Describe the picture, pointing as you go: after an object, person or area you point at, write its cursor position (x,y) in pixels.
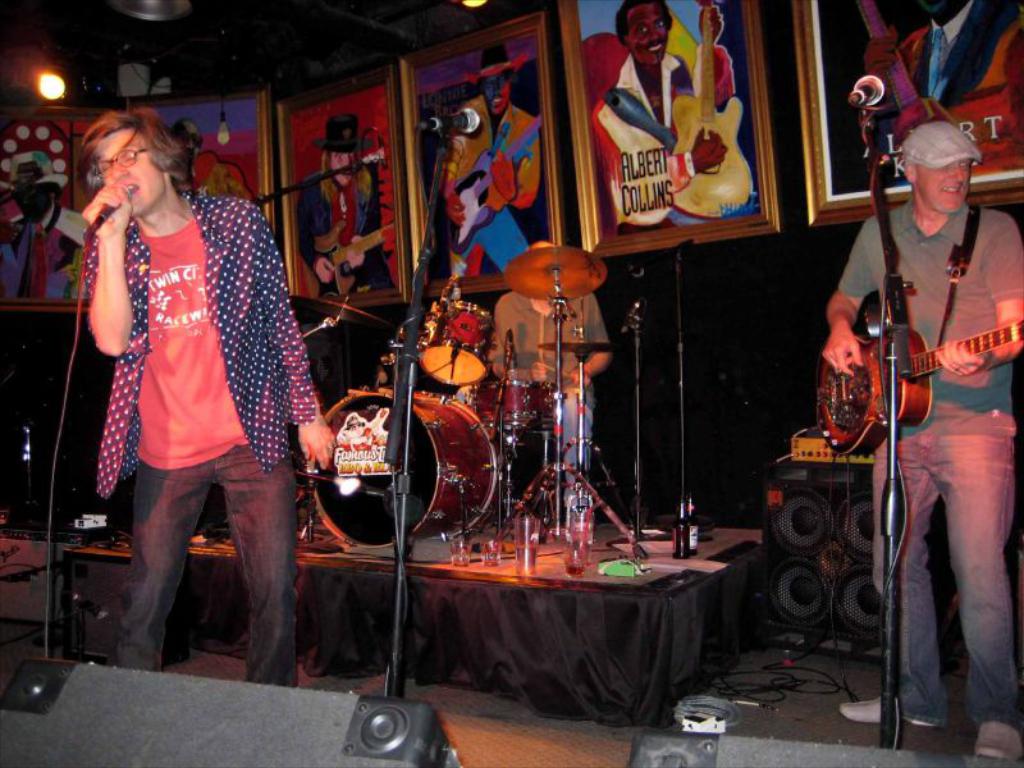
there are three persons (931,316) one person (906,331) is playing guitar (873,364) another person (132,331) is singing in a microphone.
